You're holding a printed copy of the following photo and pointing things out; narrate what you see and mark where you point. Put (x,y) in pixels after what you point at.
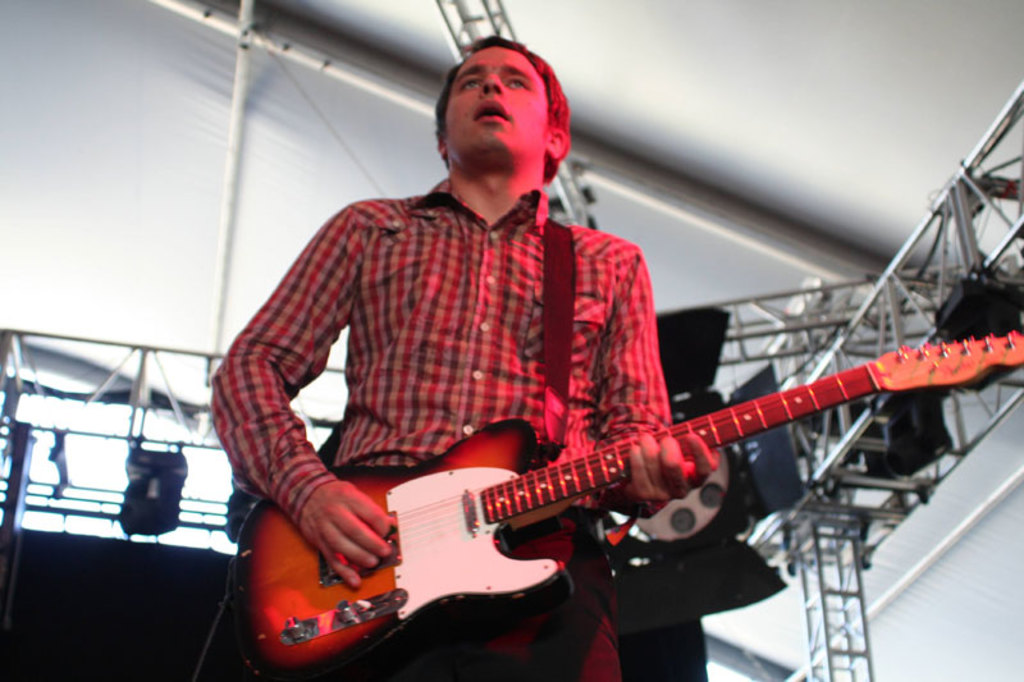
In this picture there is a man (534,289) who is playing a guitar (396,541).
